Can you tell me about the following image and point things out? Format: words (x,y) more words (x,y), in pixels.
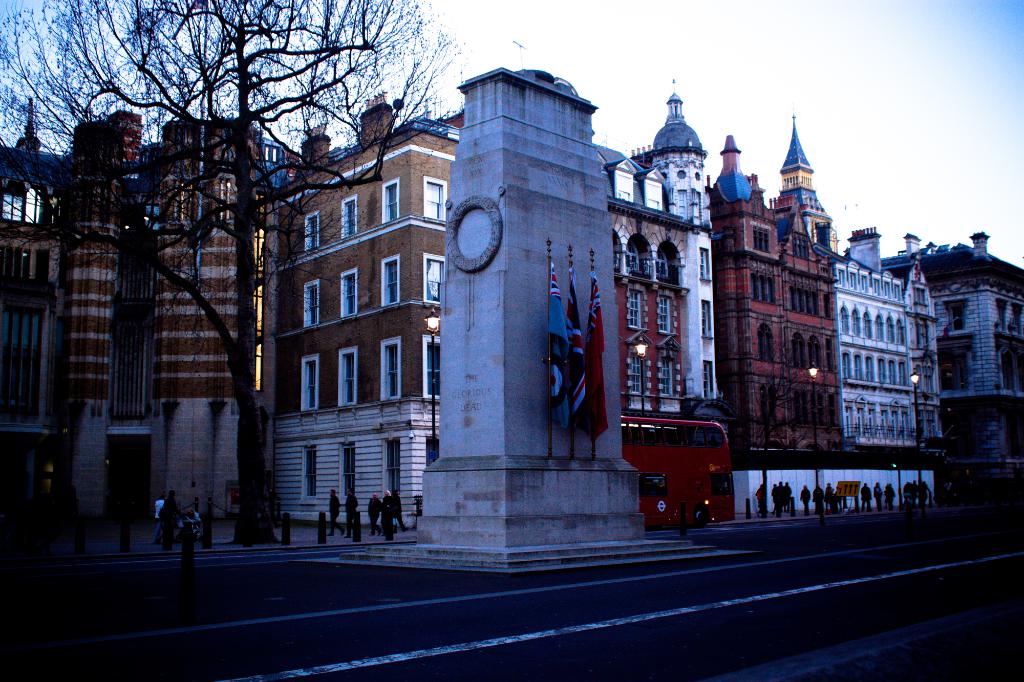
In this image we can see the buildings (382,244). We can also see a memorial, tree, bus (711,467), flags (569,378) and also some poles (286,519). We can also see a few people (904,499) walking. At the top (779,26) there is sky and at the bottom (729,631) we can see the road (729,631).
